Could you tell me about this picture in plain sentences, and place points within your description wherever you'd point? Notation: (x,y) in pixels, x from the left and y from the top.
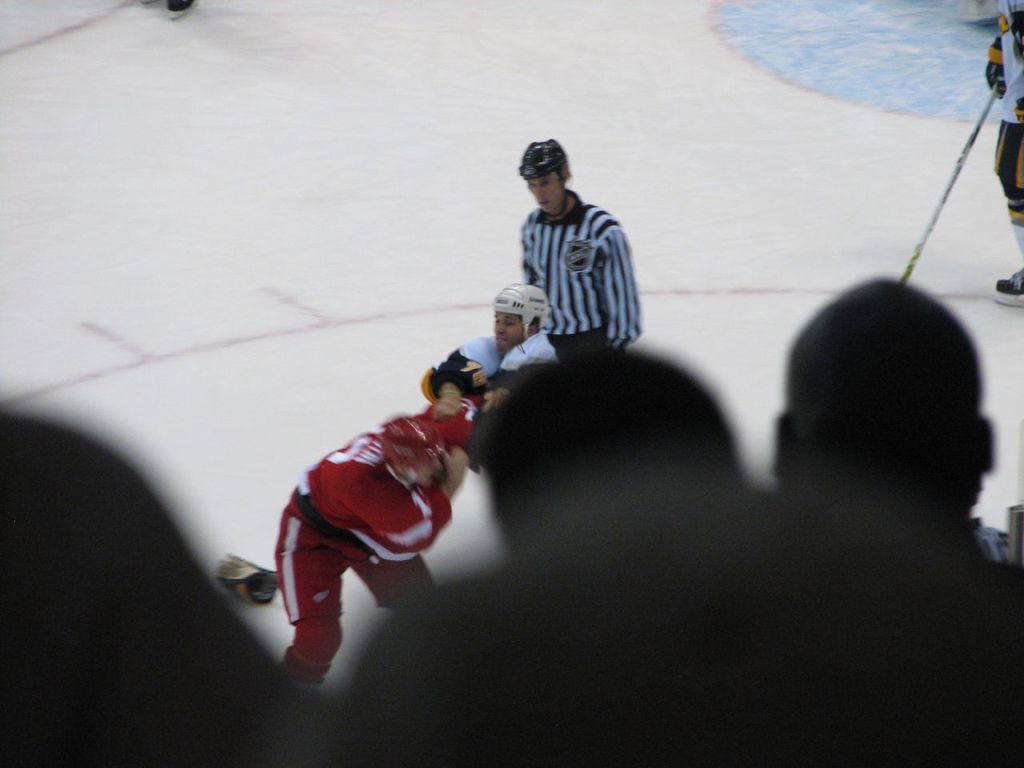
In front of the image we can see the heads (47,741) of a people (506,594). In front of them there are people (519,325) standing. On the left side of the image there is some object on the floor (991,338). On the right side of the image (1000,285) there is a person (1023,211) holding the stick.
